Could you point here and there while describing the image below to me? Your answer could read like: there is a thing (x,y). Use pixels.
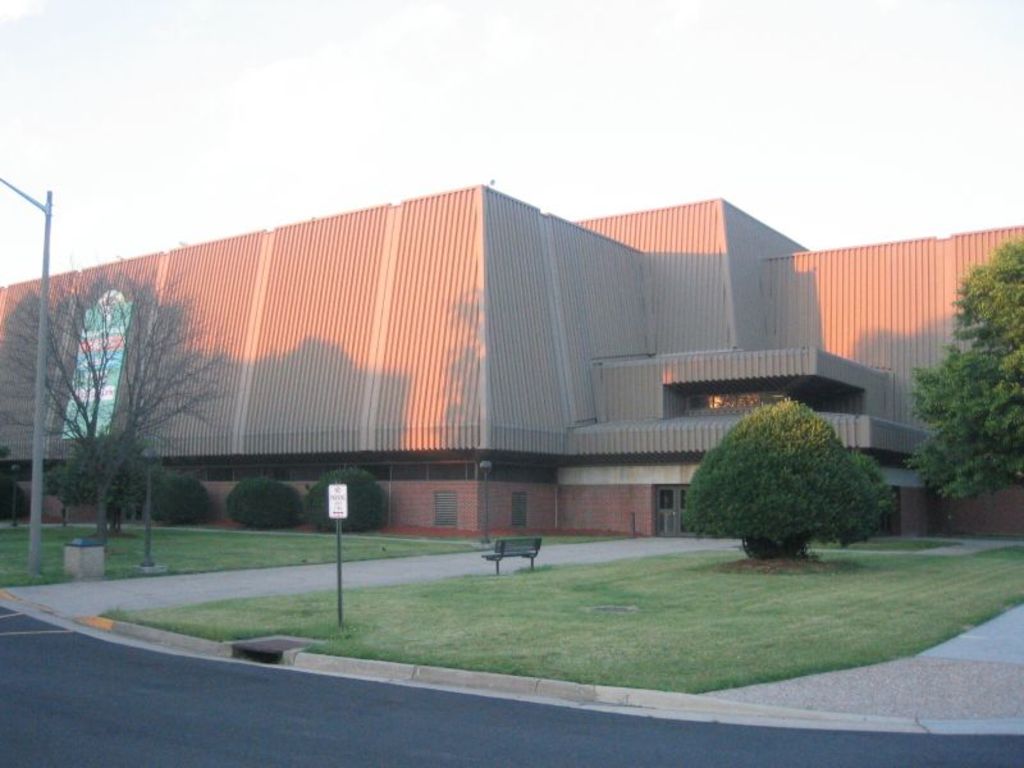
In the image we can see a building (559,290), trees (1013,394) and plants (354,510). We can even see grass (611,617), bench (528,557) and pole (39,486). Here we can see the road (173,741), board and the sky (457,135).
